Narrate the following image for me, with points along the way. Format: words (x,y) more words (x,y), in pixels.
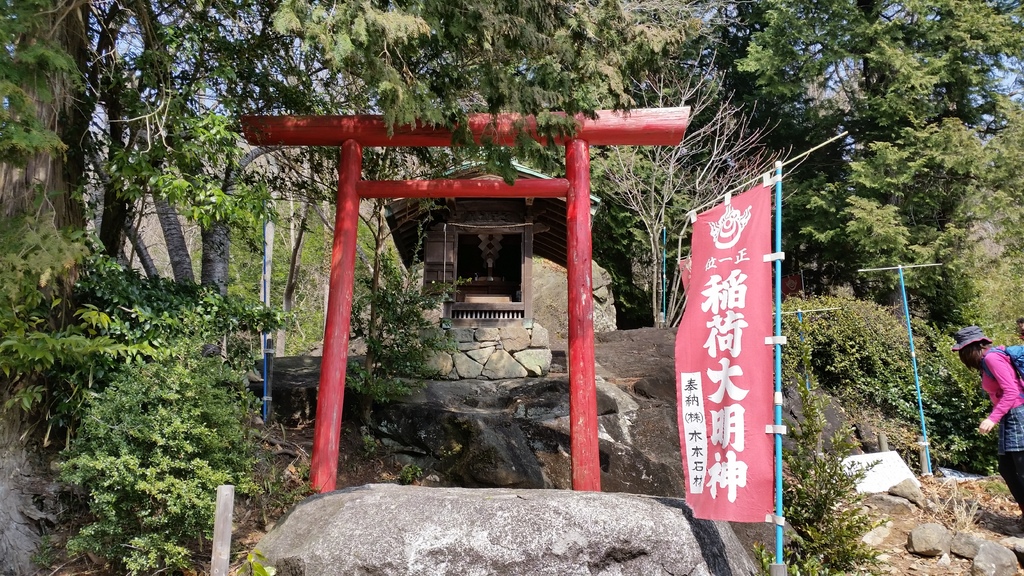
This image consists of a small hut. At the bottom (519,441), there are rocks (518,411). In the front (765,366), we can see a banner (763,423) and a wooden arch (336,338). In the background (643,261), there are many trees (344,5). On the right (1007,419), there is a person (1003,459) wearing a backpack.
